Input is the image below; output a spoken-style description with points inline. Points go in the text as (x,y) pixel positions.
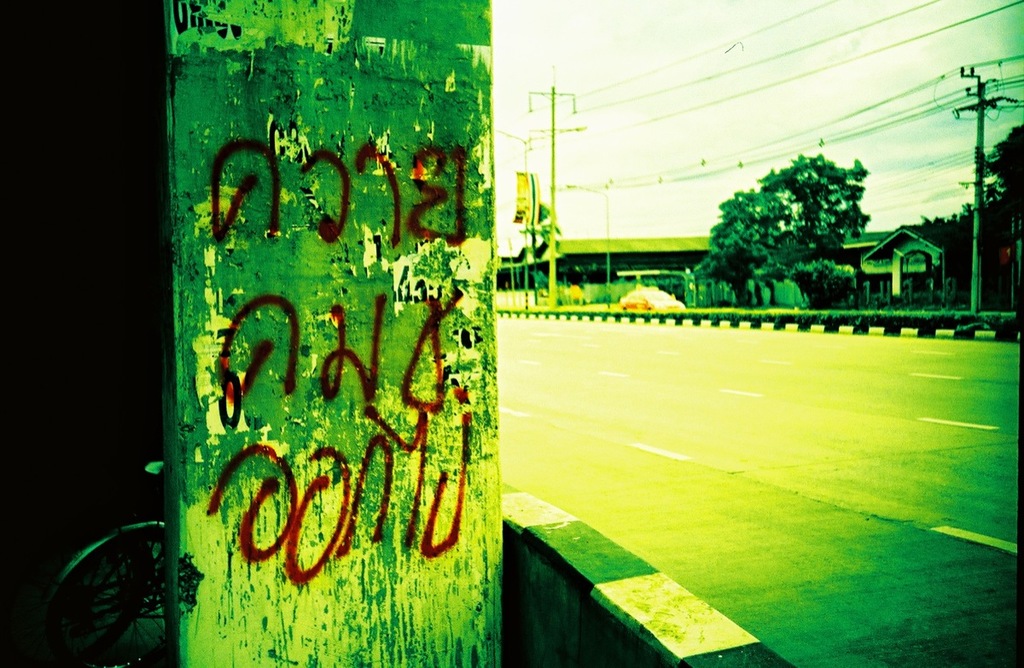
This is an edited picture. In the foreground (185,162) there is a pole (450,525) and there is a bicycle (71,632) behind the pole (209,440). On the right side of the image (1009,154) there are buildings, trees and poles (512,261) and there is a vehicle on the road (859,359) and there are wires (931,107) on the poles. At the top (635,67) there is sky (739,48). At the bottom (850,523) there is a road (746,559).
